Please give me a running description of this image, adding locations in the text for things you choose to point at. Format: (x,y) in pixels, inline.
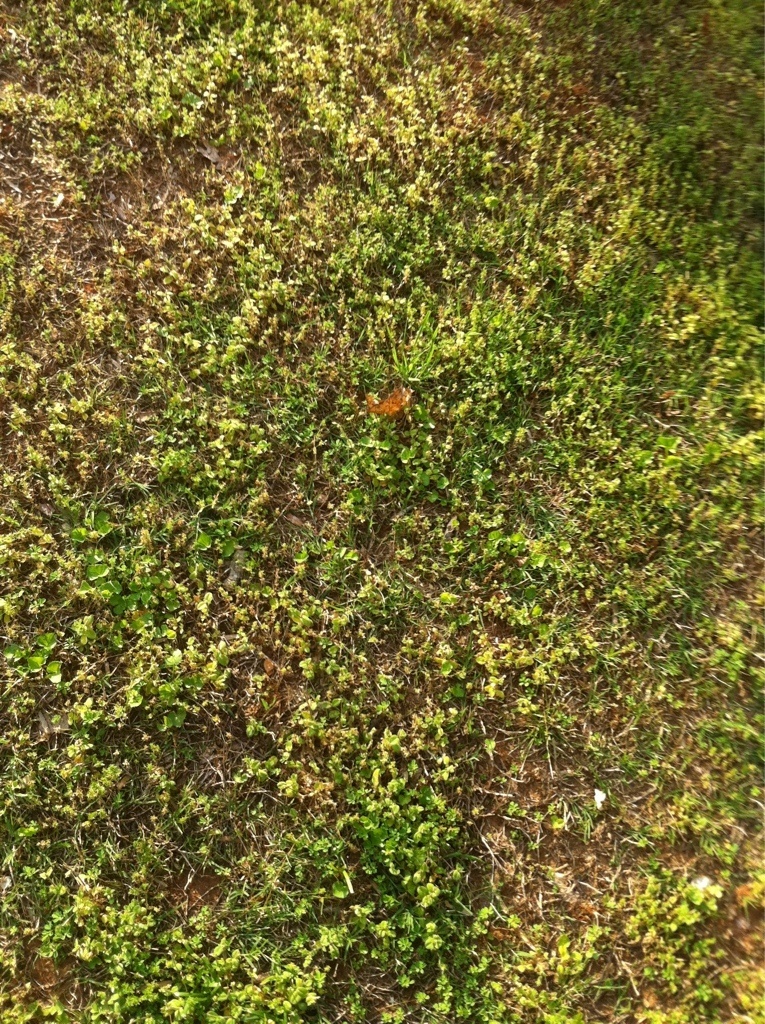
In this image I can see green colour grass (411,382) and here I can see an orange colour thing (401,388).
